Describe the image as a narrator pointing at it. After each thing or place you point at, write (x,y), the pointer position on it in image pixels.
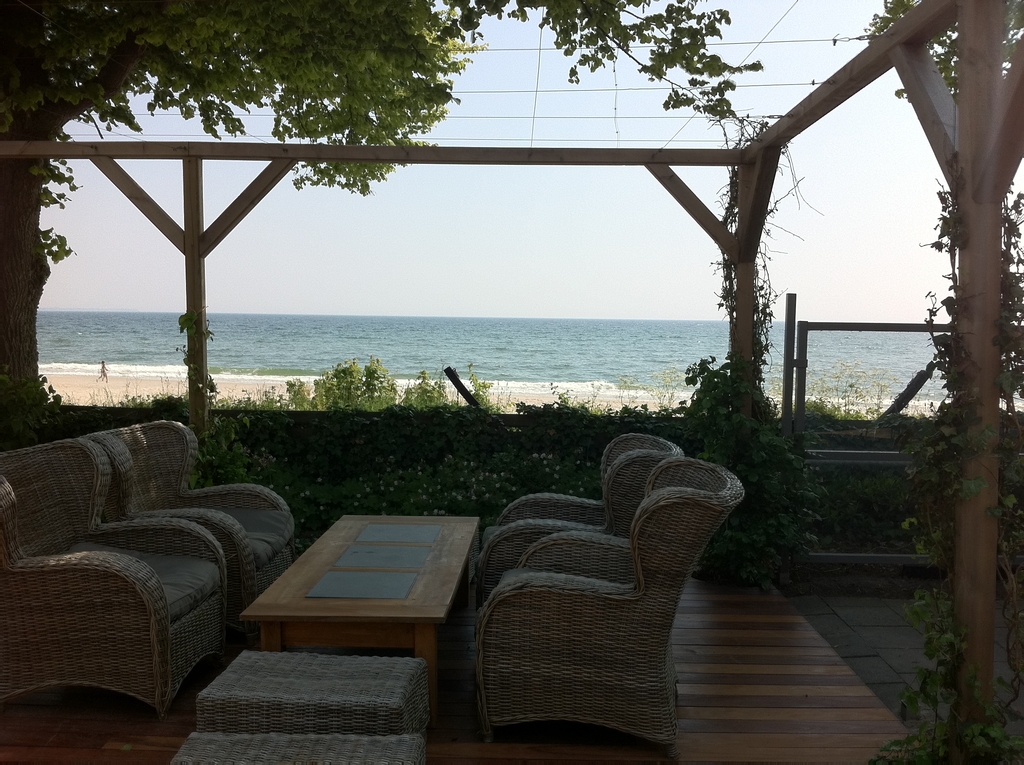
There are four chairs (232,517). I can see a wooden table (392,564). These are the trees (377,65) and plants (576,440) with the flowers (477,466). I can see the wooden pillars (627,162). This looks like a gate (816,329). I think this is a seashore (127,378). Here is a sea (574,342).
